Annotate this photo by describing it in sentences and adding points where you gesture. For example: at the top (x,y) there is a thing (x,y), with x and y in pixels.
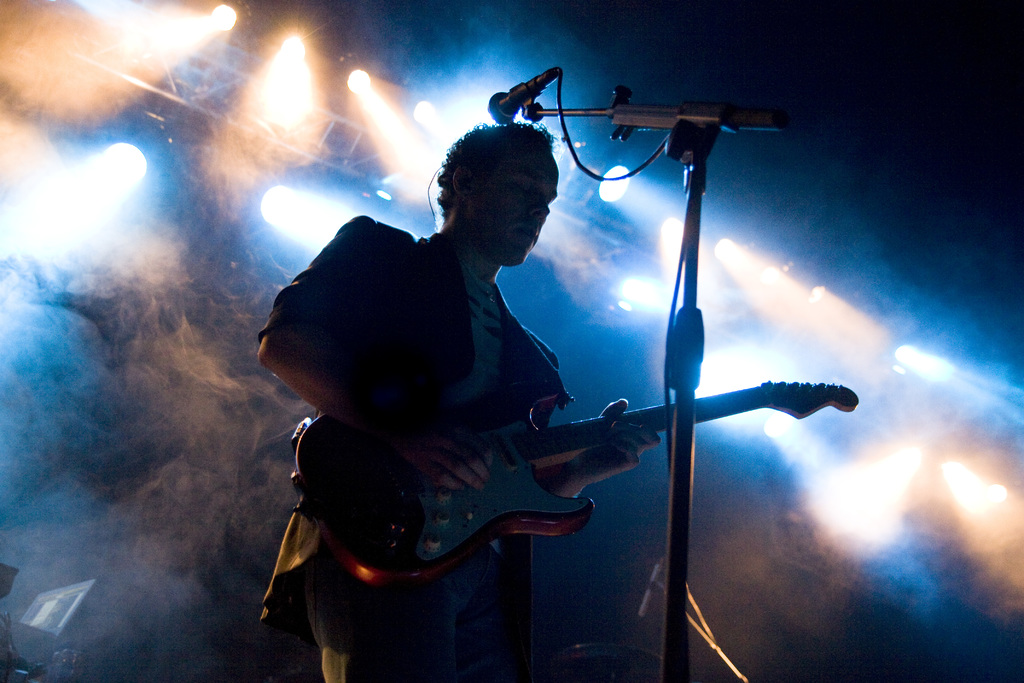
In this image there is a man (362,292) wearing a blazer (391,329) and jeans (404,586) and playing a guitar (502,496). In front of him there is a mike (561,124). In the background (323,87) there are some lights (285,43) and smoke (554,252).
